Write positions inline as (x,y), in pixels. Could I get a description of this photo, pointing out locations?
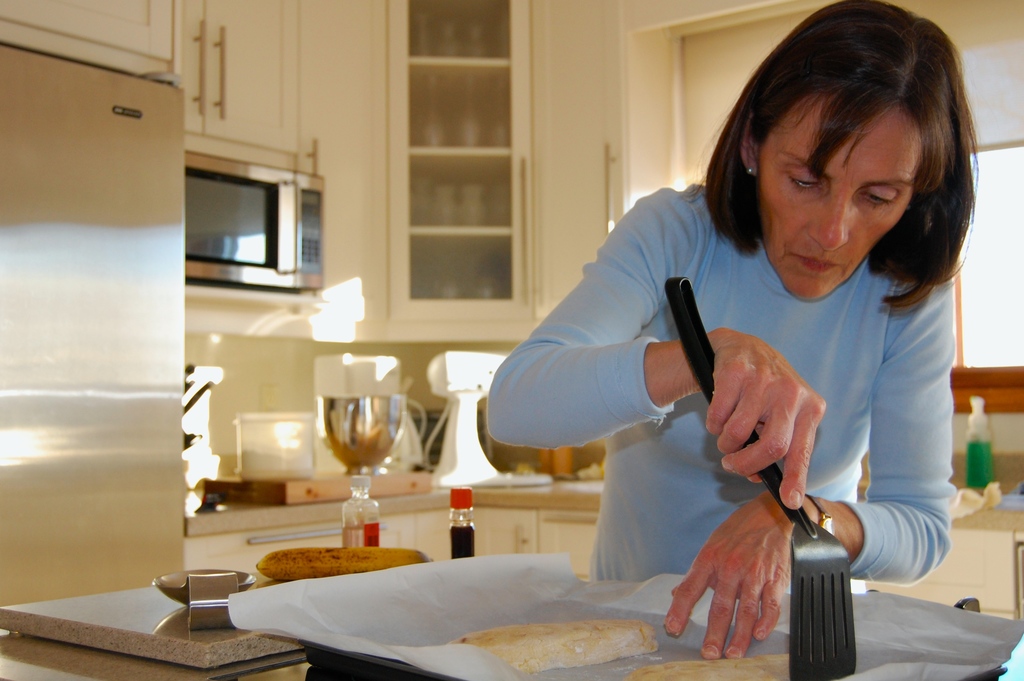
In this image we can see a person (820,343) holding a spatula (792,514), there is a tray (353,672) with food items (549,644) and a paper (885,649), there are two bottles (458,514) and few other objects (192,604) on the table (103,656) and in the background (341,480) there are few objects (360,466) on the counter top (562,487), there are cupboards (423,101), an oven (306,210) and a fridge (148,523) in the background (221,208).
